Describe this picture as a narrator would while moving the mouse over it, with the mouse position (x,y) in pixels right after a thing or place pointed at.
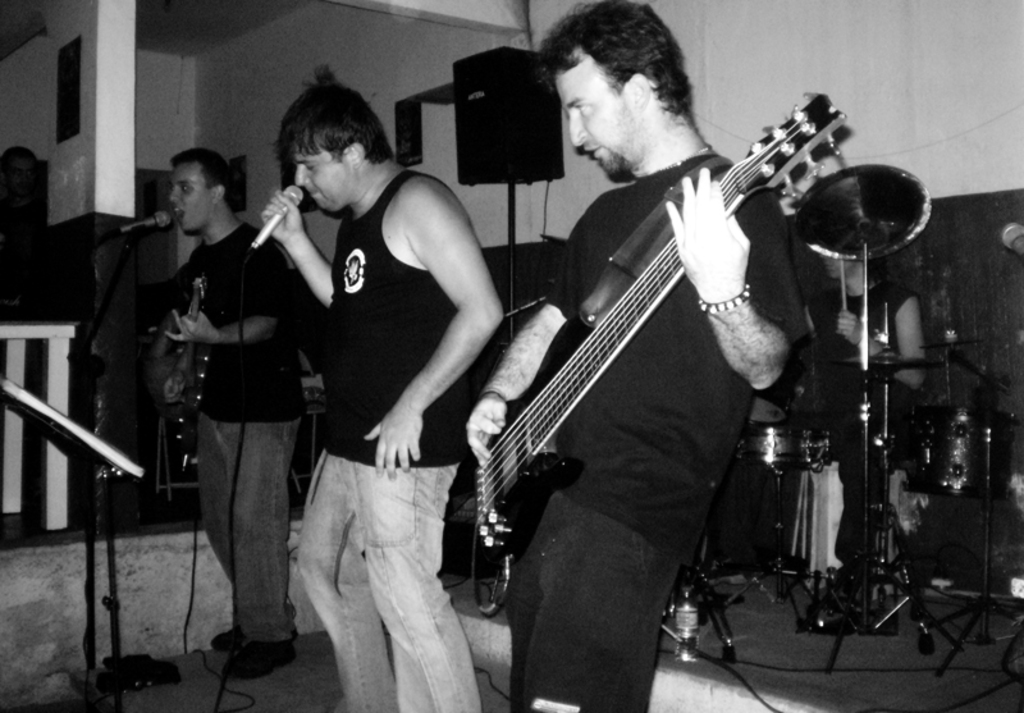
In this image there are group of people (299,270) standing on the floor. In front (655,178) the person (521,558) playing the musical instruments (551,401). On the left side (238,242) the person (197,232) is singing. In the middle (352,307) the person (292,222) is holding the mic (251,242). At the back side (388,75) there is a wall (517,218) and a speaker (509,127).
